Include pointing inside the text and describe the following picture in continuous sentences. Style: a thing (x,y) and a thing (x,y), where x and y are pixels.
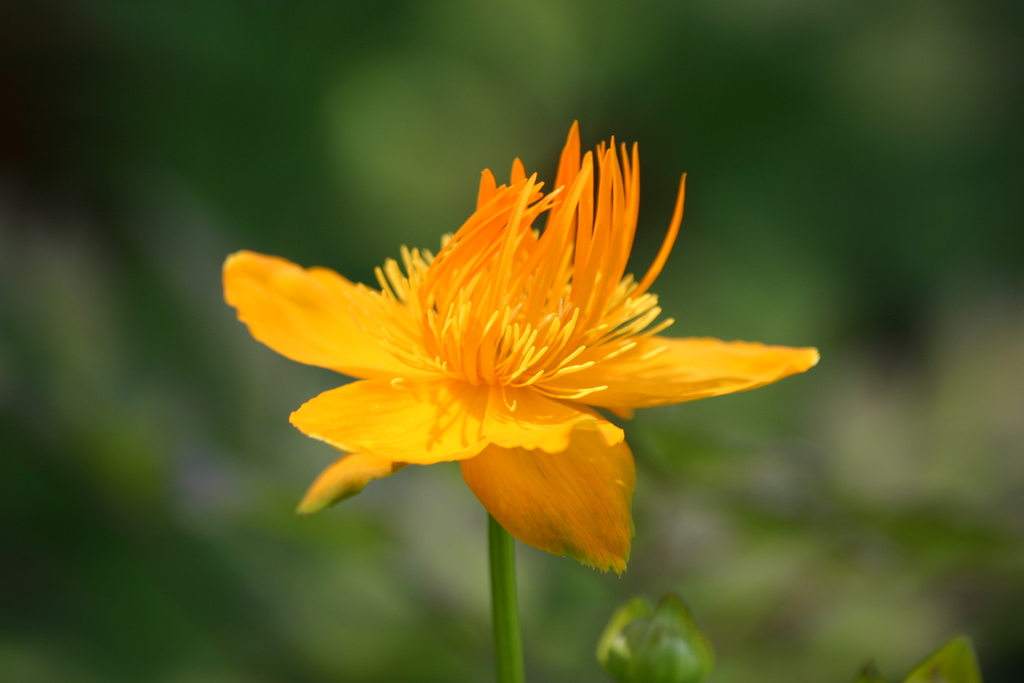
In this image we can see a flower (488,384) with a stem (514,553). In the background (183,395) it is blur.
